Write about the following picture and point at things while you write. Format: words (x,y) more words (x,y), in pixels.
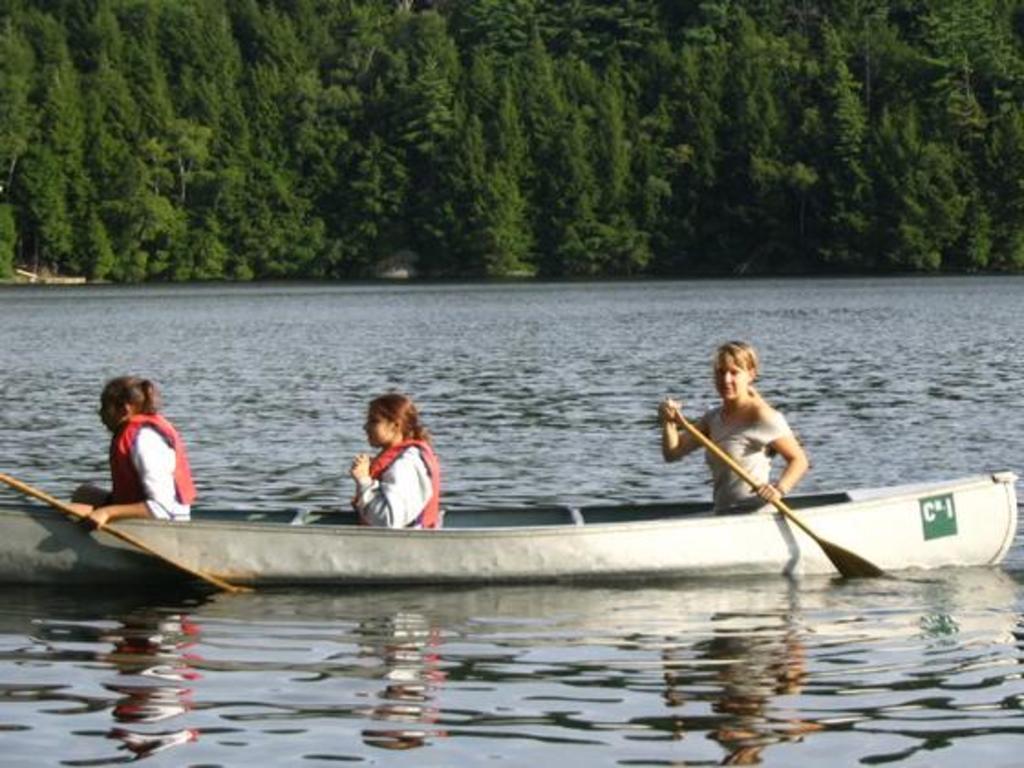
In the image there are three women (142,451) sitting on a canoe (888,538) in a lake (348,328), in the back (254,185) there are trees (433,153) all over the image.
